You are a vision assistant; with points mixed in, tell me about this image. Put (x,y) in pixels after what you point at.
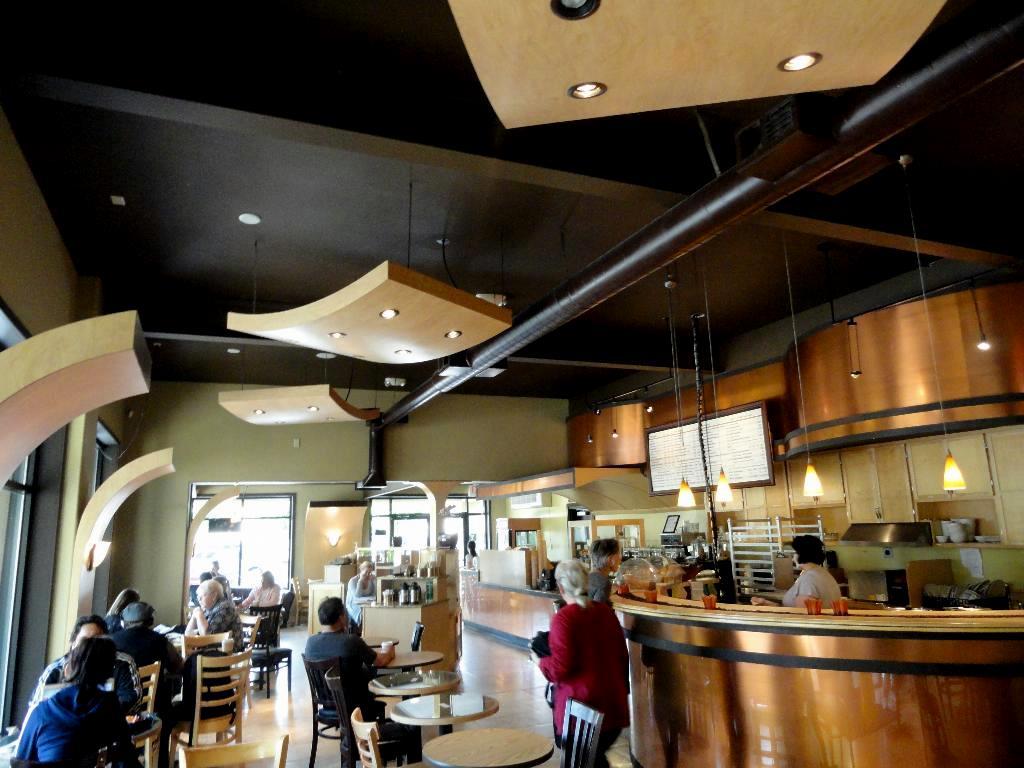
In this image, there are some persons (116,674) sitting on the chair (325,680) in front of the table (400,666). There are some lights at the top (783,65). This person (581,658) is standing behind this table (514,743). There is window (404,520) attached to the wall (349,541). There are some flasks (405,591) on the table (388,625).
